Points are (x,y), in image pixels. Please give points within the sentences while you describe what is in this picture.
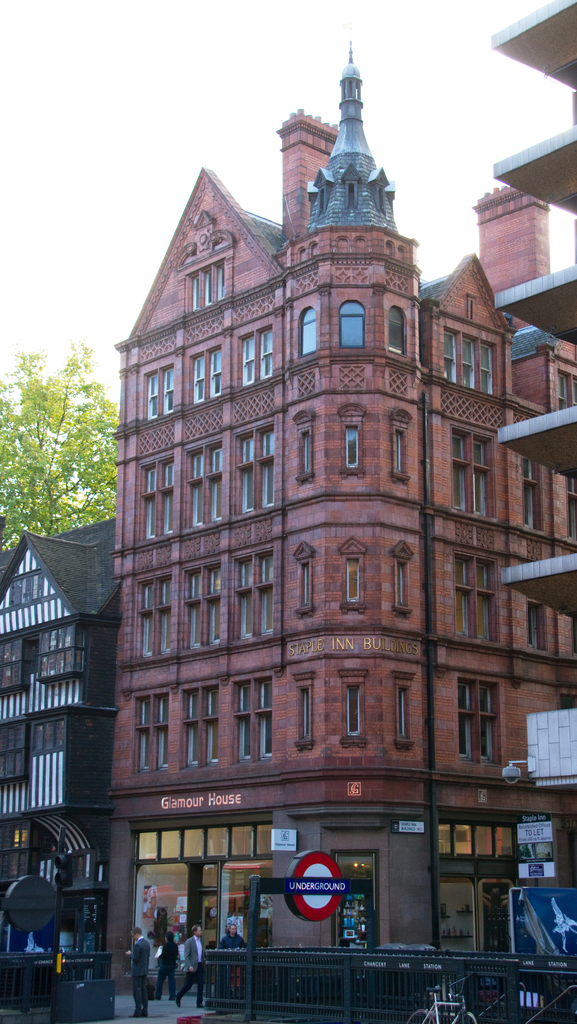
In this image I can see a red color building (374,632), in front of the building (180,962) I can see persons (200,948) and at the top (105,50) I can see the sky (41,197) and tree (65,392).
